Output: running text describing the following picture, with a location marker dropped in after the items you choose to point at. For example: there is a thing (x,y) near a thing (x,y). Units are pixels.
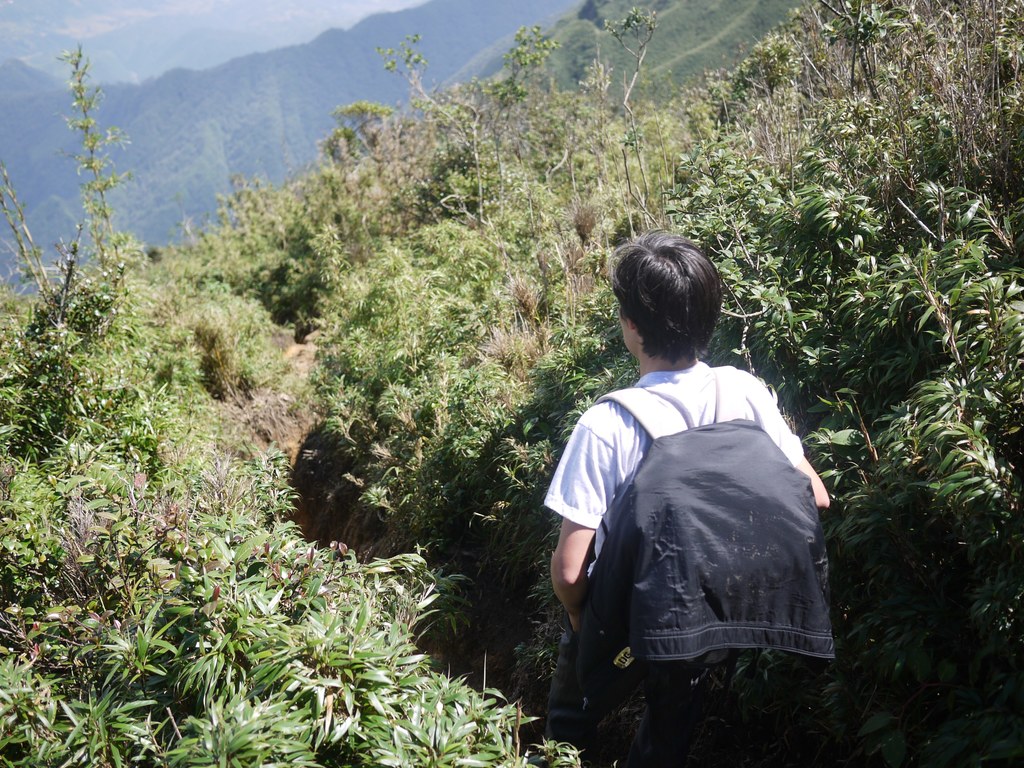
In this picture there is a person (653,347) carrying a bag (618,647) with cloth (696,482) and we can see plants (502,564). In the background of the image (243,110) we can see hills (363,75).
